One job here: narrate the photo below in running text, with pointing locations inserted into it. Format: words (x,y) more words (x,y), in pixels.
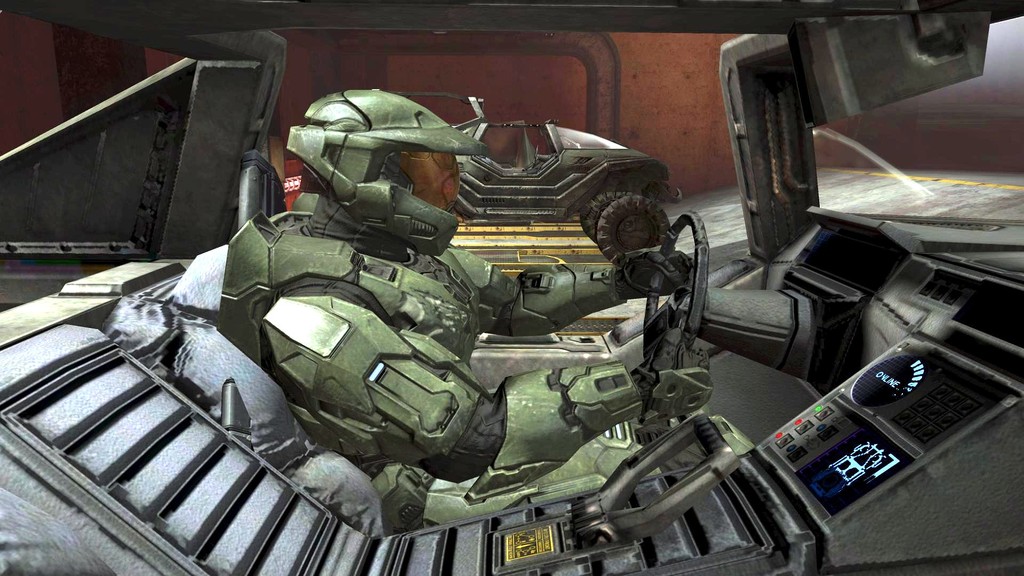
This picture seems to be an animated image. In the center (424,370) we can see a person like thing (445,373) driving a vehicle (760,334). In the background (650,79) we can see some other items (553,189).
